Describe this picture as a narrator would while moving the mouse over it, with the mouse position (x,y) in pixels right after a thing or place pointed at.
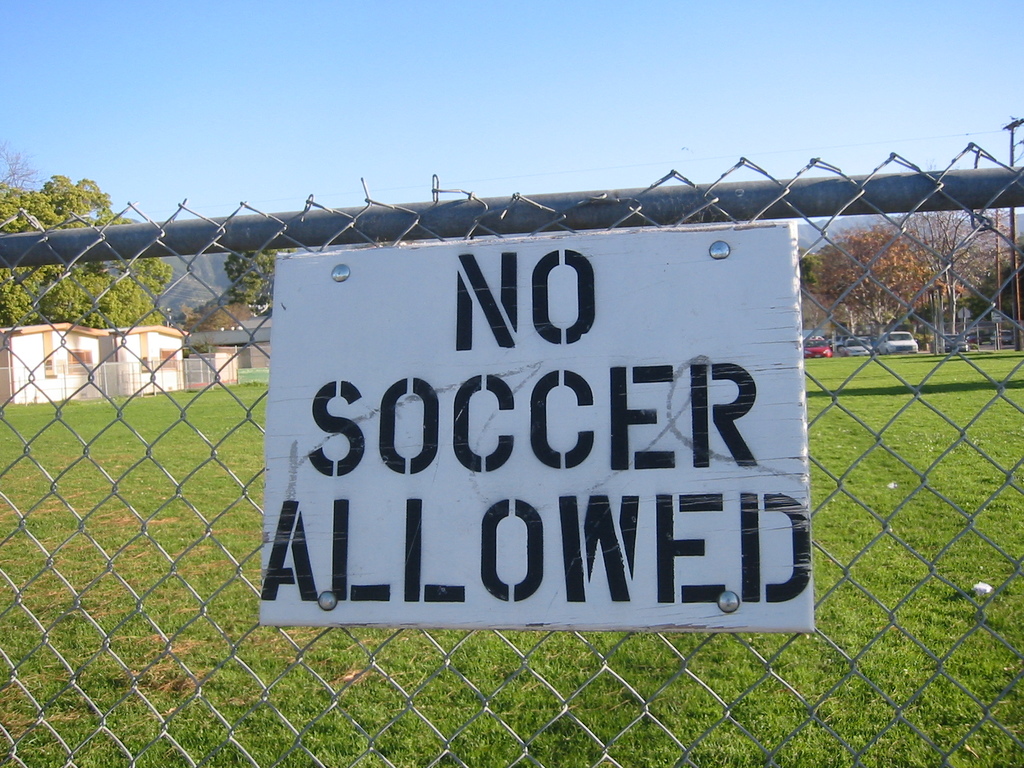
In this image we can see there is a board (544,317) attached to the fence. At the back (841,367) there is a grass (873,367), houses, vehicles (894,353), trees (958,263) and the sky (492,116).
